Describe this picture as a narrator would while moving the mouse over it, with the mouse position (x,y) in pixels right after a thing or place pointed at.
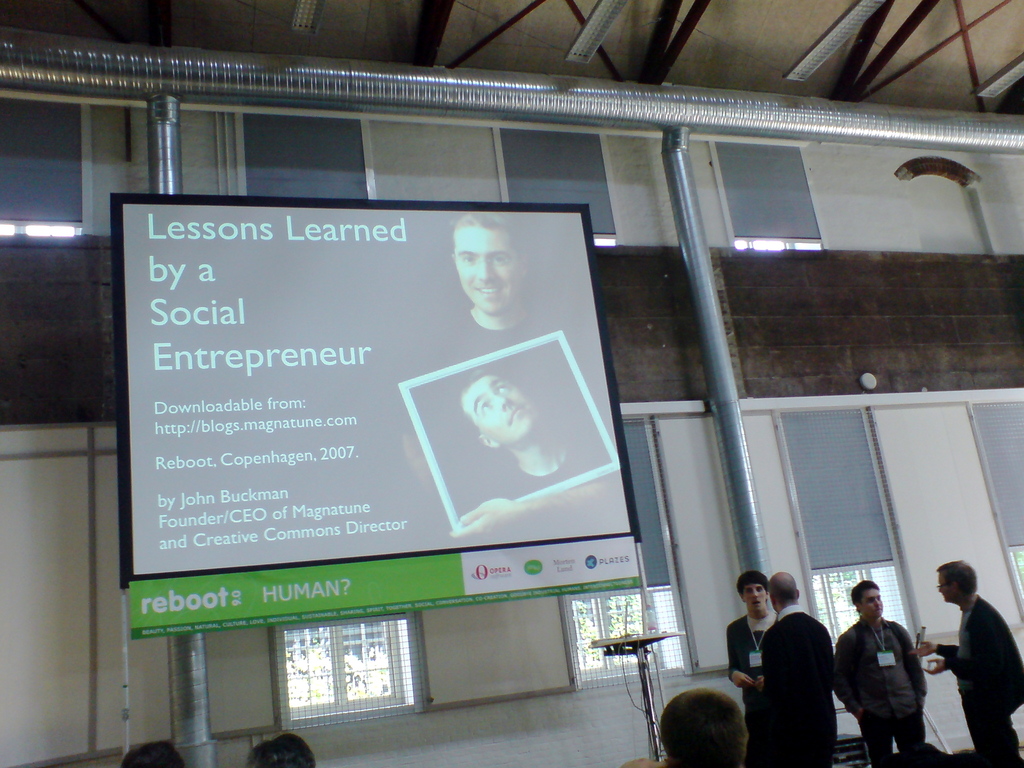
In this image in front (974,670) there are people (995,707). Behind them there is a table (656,709). There is a screen (456,314). At the bottom of the screen (405,477) there is a banner (170,600). Behind the screen (580,298) there are metal rod pillars (699,247). There are curtains (823,544) on the windows (826,582). In the background of the image (65,610) there is a wall (82,631).
